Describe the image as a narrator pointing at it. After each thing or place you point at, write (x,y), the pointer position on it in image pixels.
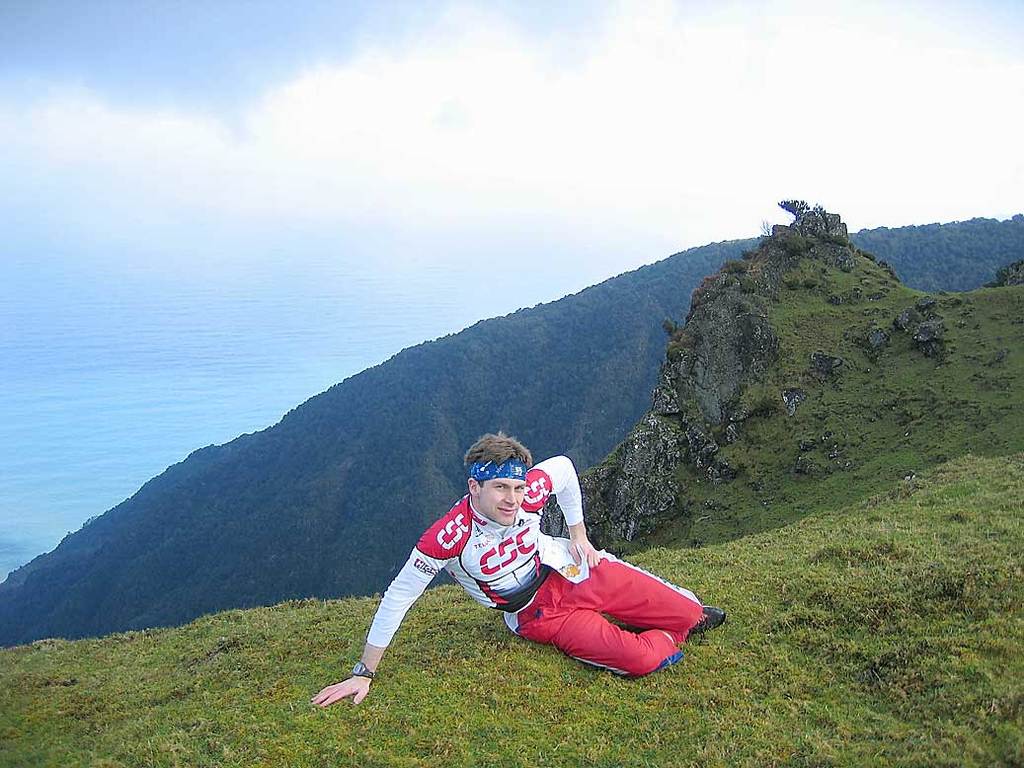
A man (548,581) is wearing clothes (547,611) sitting in the grass (815,561), this is a sky (444,165).
